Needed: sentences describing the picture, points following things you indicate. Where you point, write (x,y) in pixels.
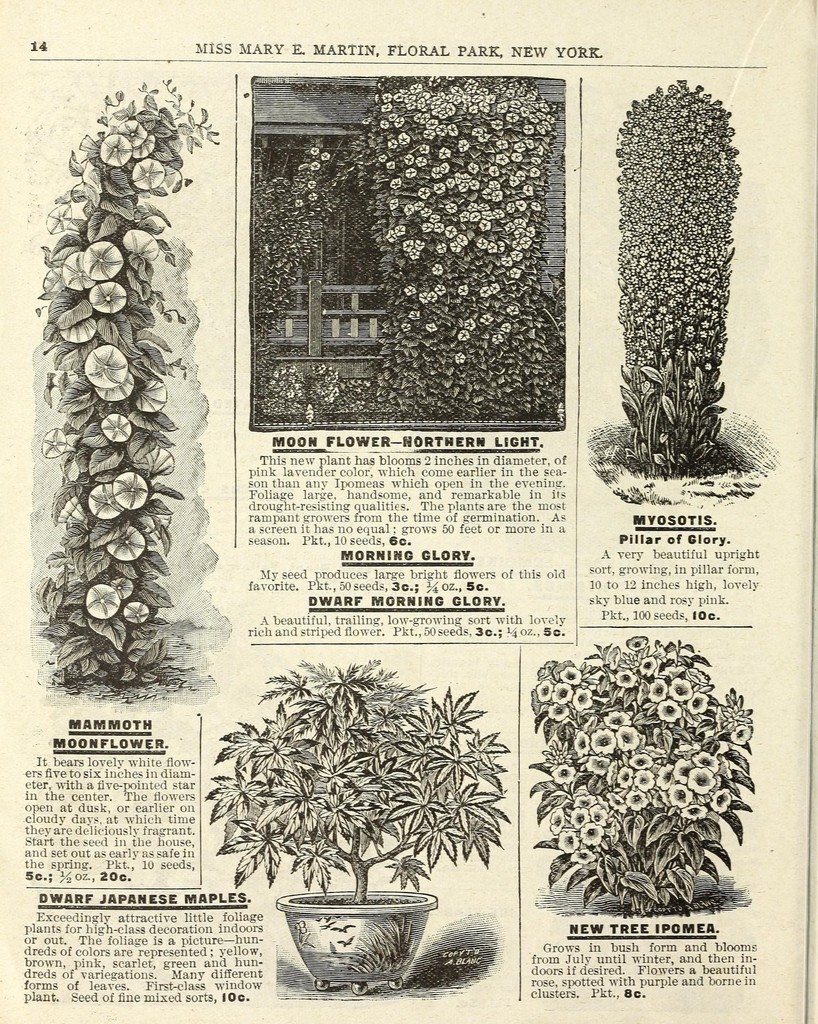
In this image we can see black and white picture of a group of plants (656,355) and flowers (697,233) and some text (686,937). At the bottom (382,704) we can see a plant (396,708) in a pot (382,945) placed on the surface (491,947).
